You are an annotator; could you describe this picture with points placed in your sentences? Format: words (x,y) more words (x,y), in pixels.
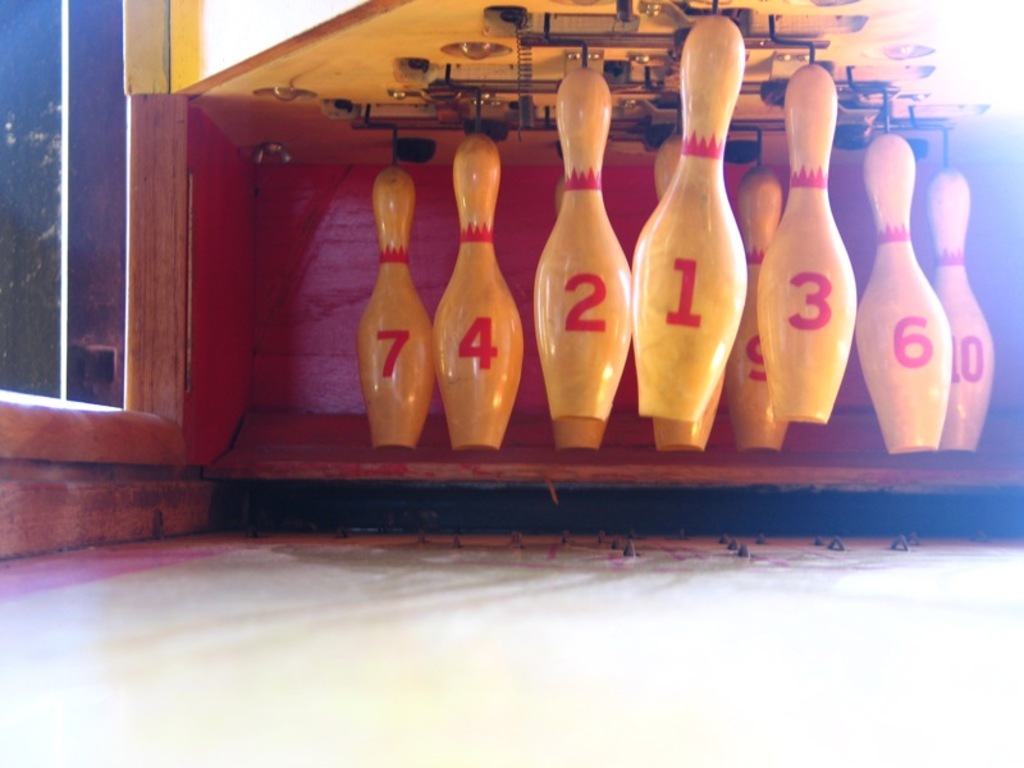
In this image I can see few bowling pins (661,308) which are in cream color. In-front of the pins (807,211) I can see the white color surface (382,614). To the left (24,295) there is a glass (51,227).
